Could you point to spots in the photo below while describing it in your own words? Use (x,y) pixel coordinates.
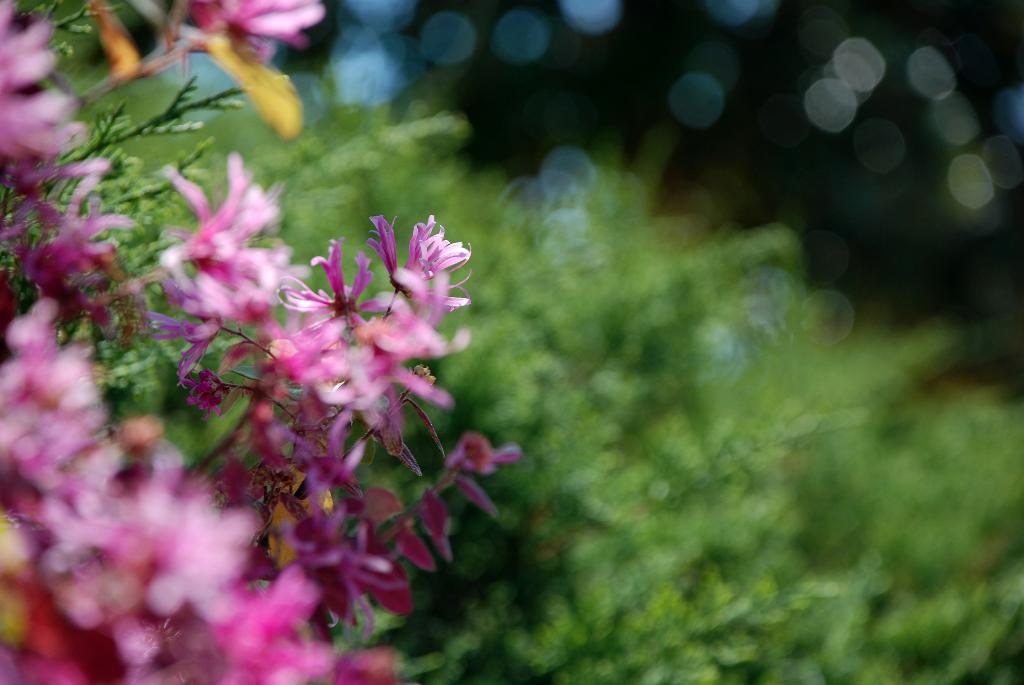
In this image in the foreground (215,524) there are some flowers (175,547), and in the background (644,347) there are some plants (657,317).
